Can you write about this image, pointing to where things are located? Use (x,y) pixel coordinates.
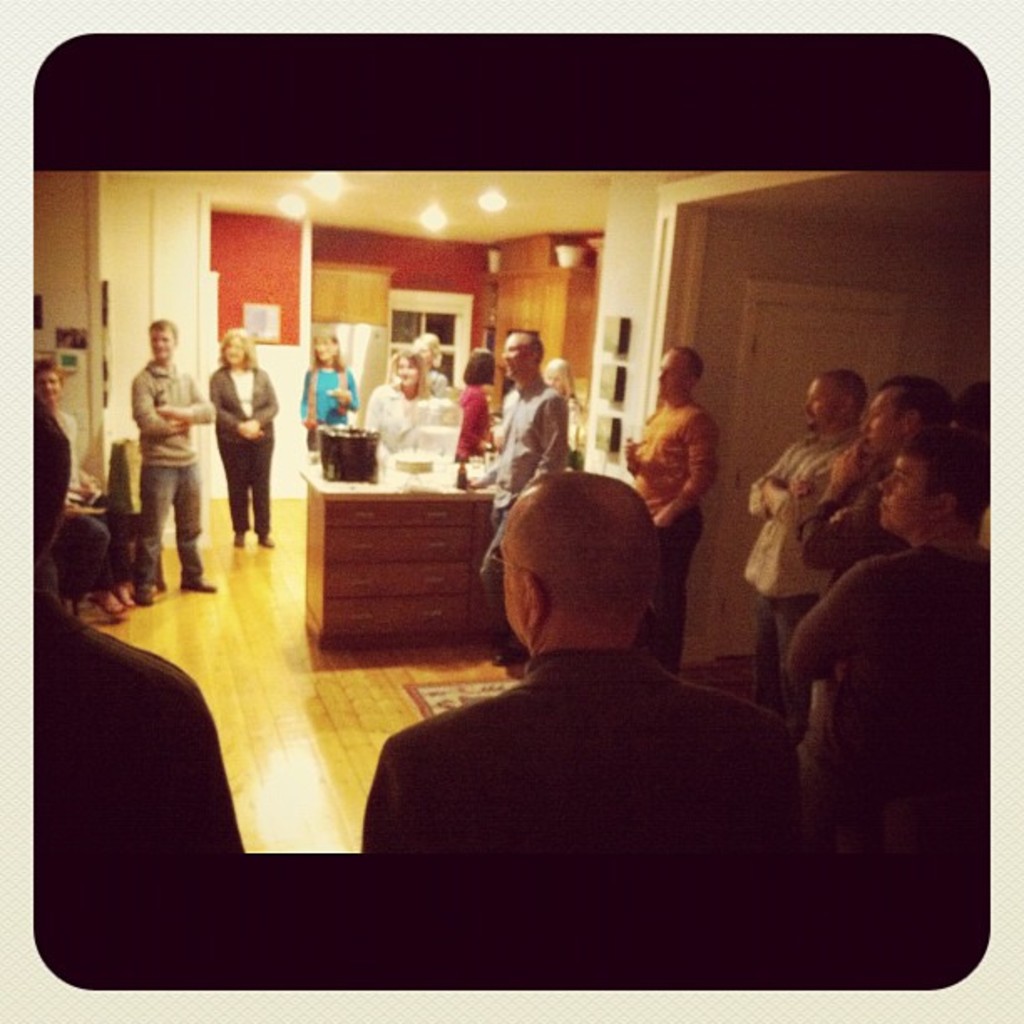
As we can see in the image there are few people (572,413) standing over here and there is a wall (182,264).
